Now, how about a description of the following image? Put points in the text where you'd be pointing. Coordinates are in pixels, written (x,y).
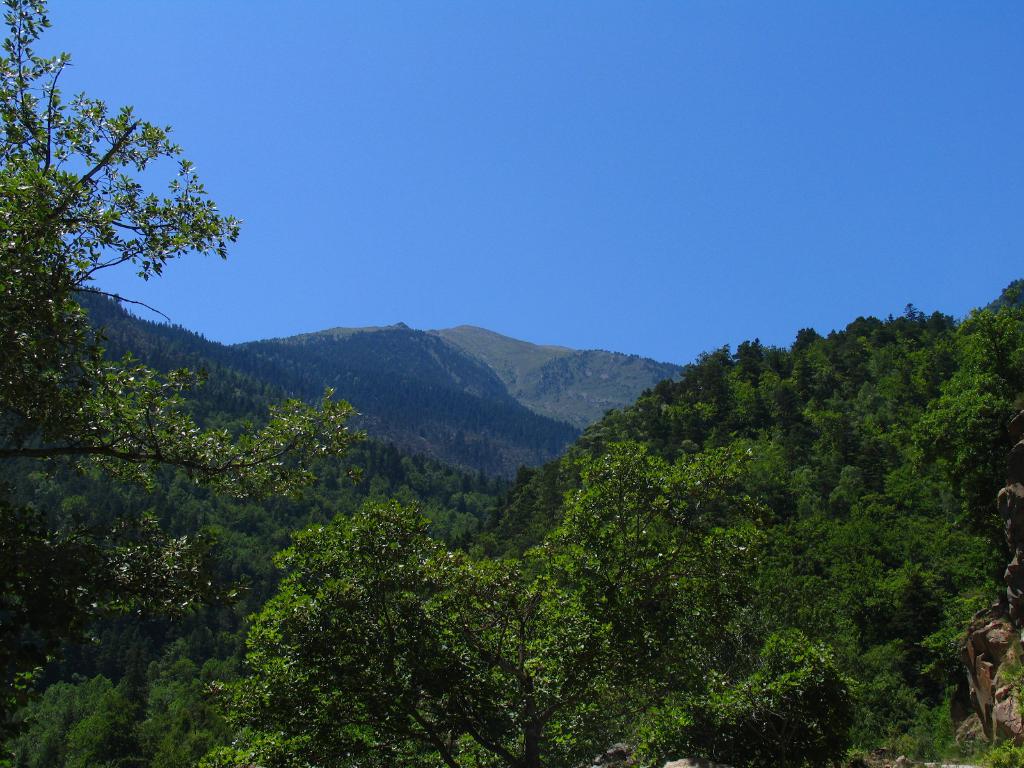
In the picture we can see a forest area (519,555) with full of trees (264,592) and behind it, we can see a hill (764,440) which is covered with trees (847,640) and behind it we can see another hill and sky (513,322) which is blue in color.
